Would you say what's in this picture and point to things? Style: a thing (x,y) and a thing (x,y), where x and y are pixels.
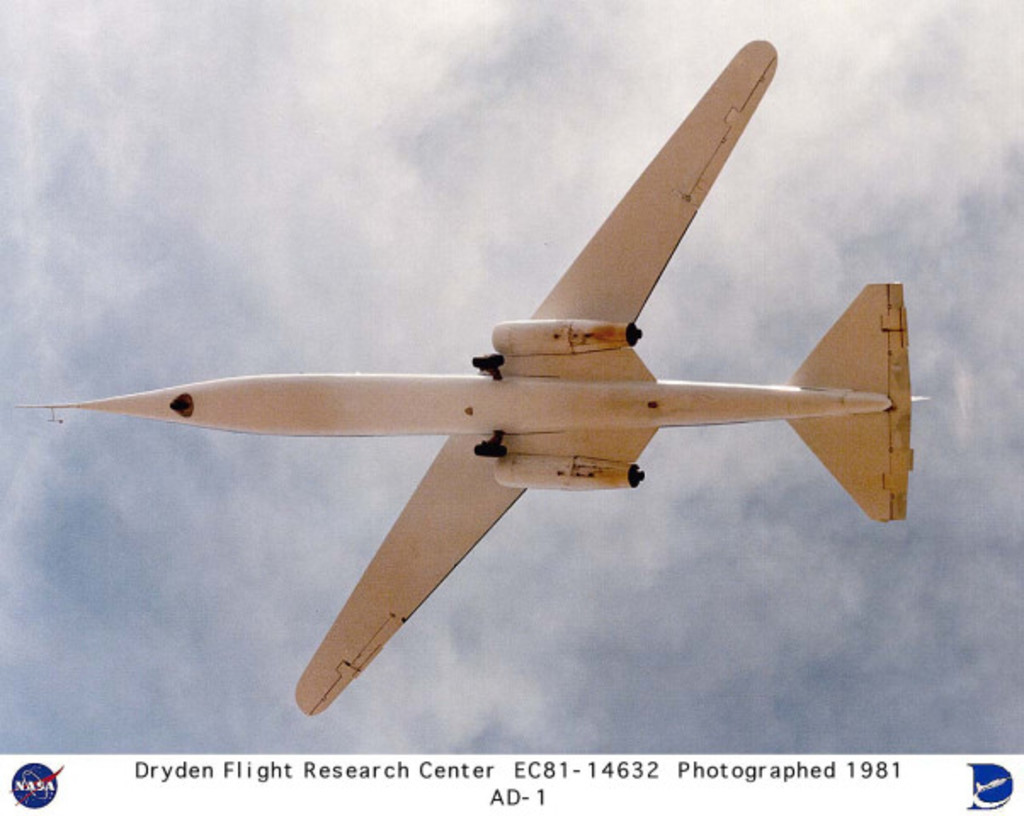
There is a plane (513,405) which is white in color is flying and there is something written below it.
